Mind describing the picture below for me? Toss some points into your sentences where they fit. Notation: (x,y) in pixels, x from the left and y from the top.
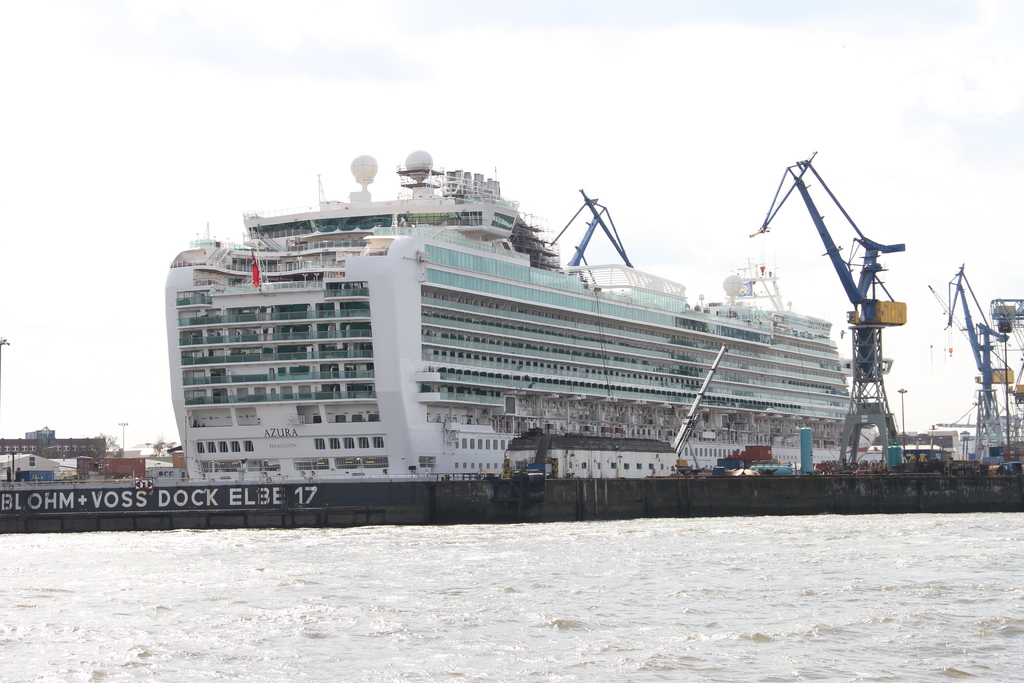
In this image there is a ship (315,338), there is the sea (690,571), there are objects (863,371) on the ground (877,483), there are objects (989,333) truncated towards the right of the image (1018,391), there are buildings (75,454), there are buildings (21,455) truncated towards the left of the image (37,466), there is an object (7,344) truncated towards the left of the image (39,503), there is text (114,502) on the board (236,494).
